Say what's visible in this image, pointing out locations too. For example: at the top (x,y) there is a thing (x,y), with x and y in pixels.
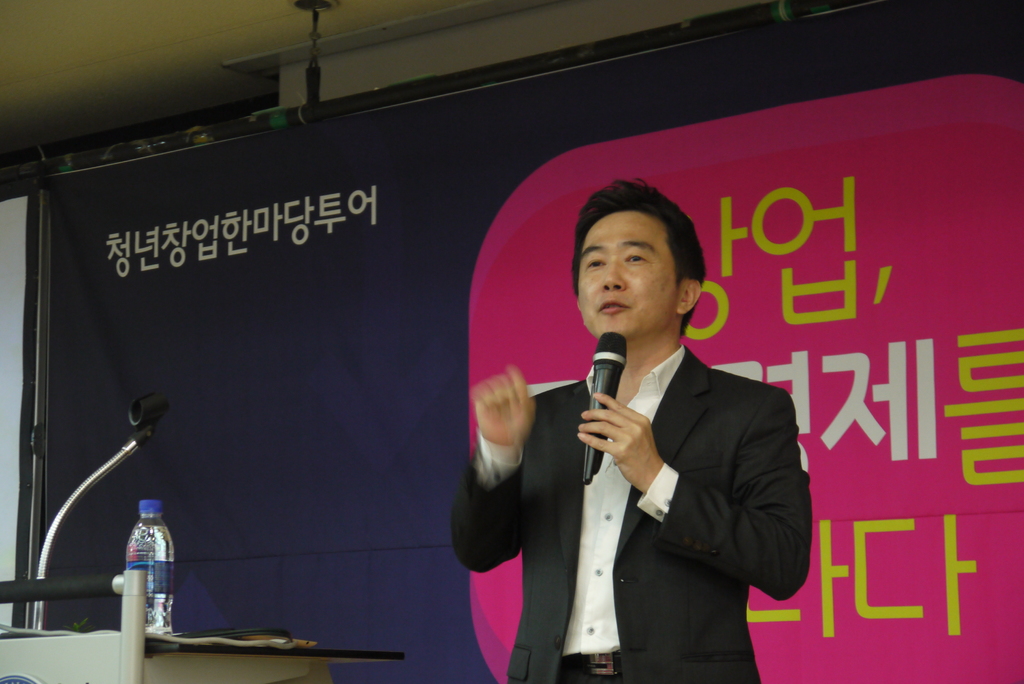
In this picture one is standing and wearing a black suit (624,590) and white shirt (597,540) and microphone (586,452) in his hands (597,446) and beside him there is one table (244,654) where one bottle (157,622) is present on it, behind him there is one poster (558,260) with some text (846,371) on it.
